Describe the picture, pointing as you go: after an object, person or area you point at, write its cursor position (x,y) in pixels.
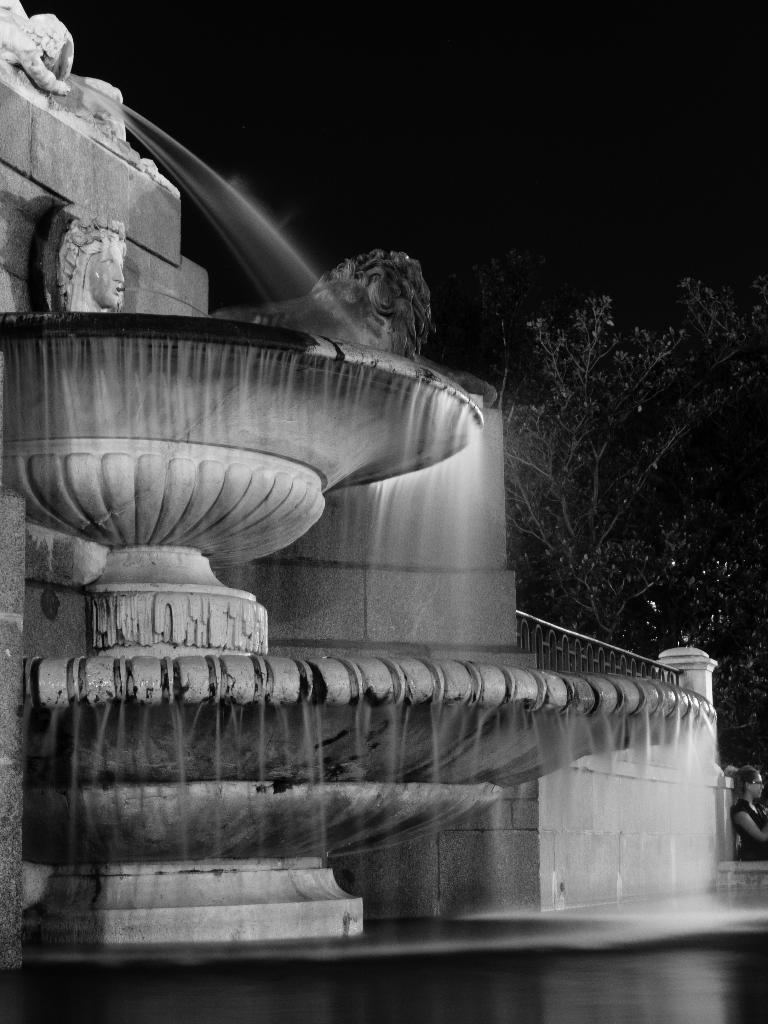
In the picture we can see a water (308,372) falls from the fountain (309,603) and besides, we can see a tree (556,501) and it is a night view.
